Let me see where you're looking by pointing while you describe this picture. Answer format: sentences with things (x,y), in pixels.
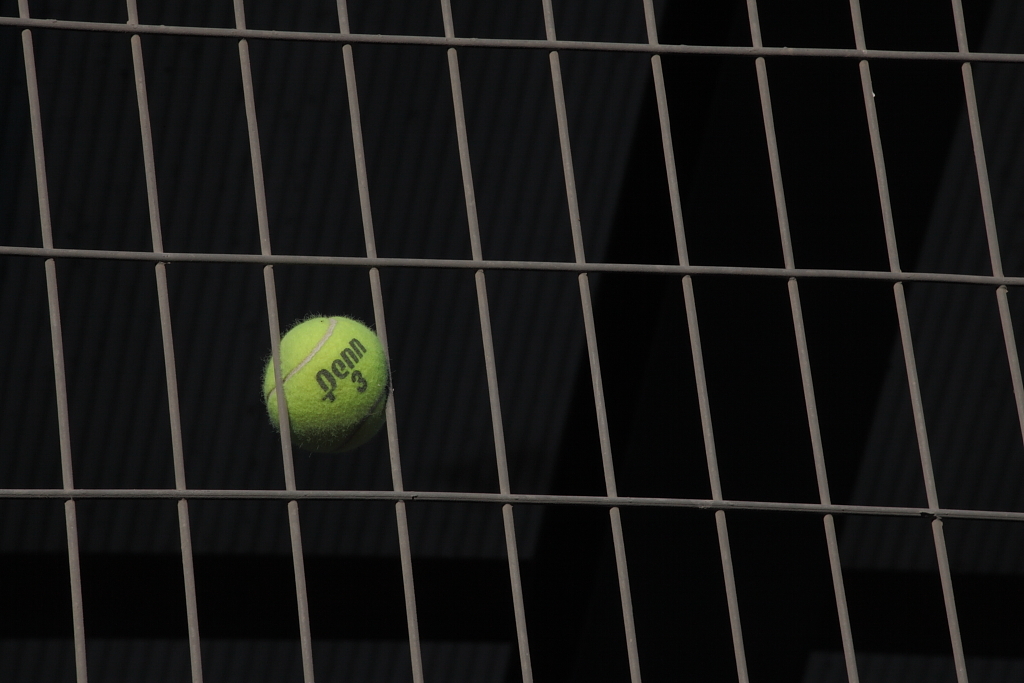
In this image, I can see a tennis ball (342,389). I think this is a kind of fencing sheet (528,263). The background (800,195) looks dark.
